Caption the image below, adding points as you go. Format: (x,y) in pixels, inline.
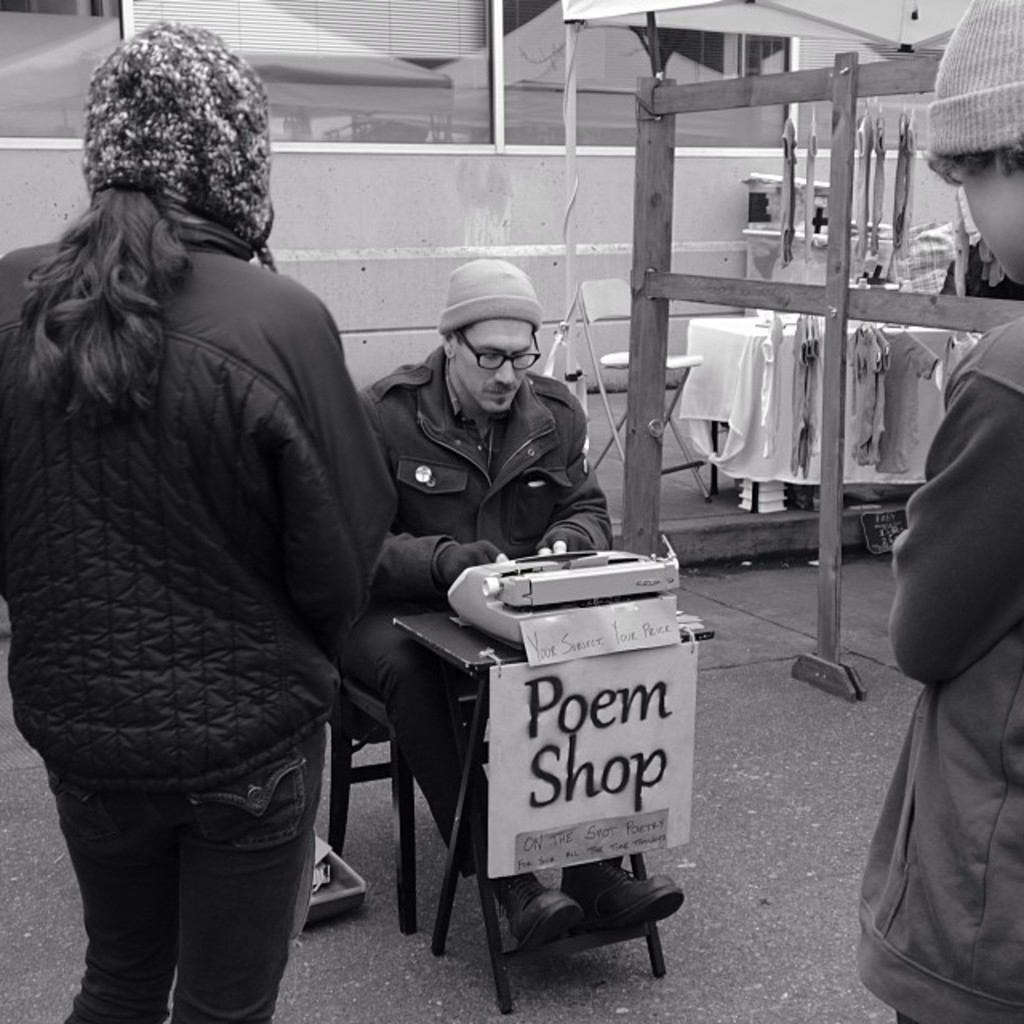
In this picture we can see group of people (575,547), few (346,511) are standing, and a man (444,475) is seated on the chair (356,704), he wore spectacles (536,357) and a cap (524,313), in front of him we can see a typewriter (537,586), in the background (381,62) we can find glass (321,84).
